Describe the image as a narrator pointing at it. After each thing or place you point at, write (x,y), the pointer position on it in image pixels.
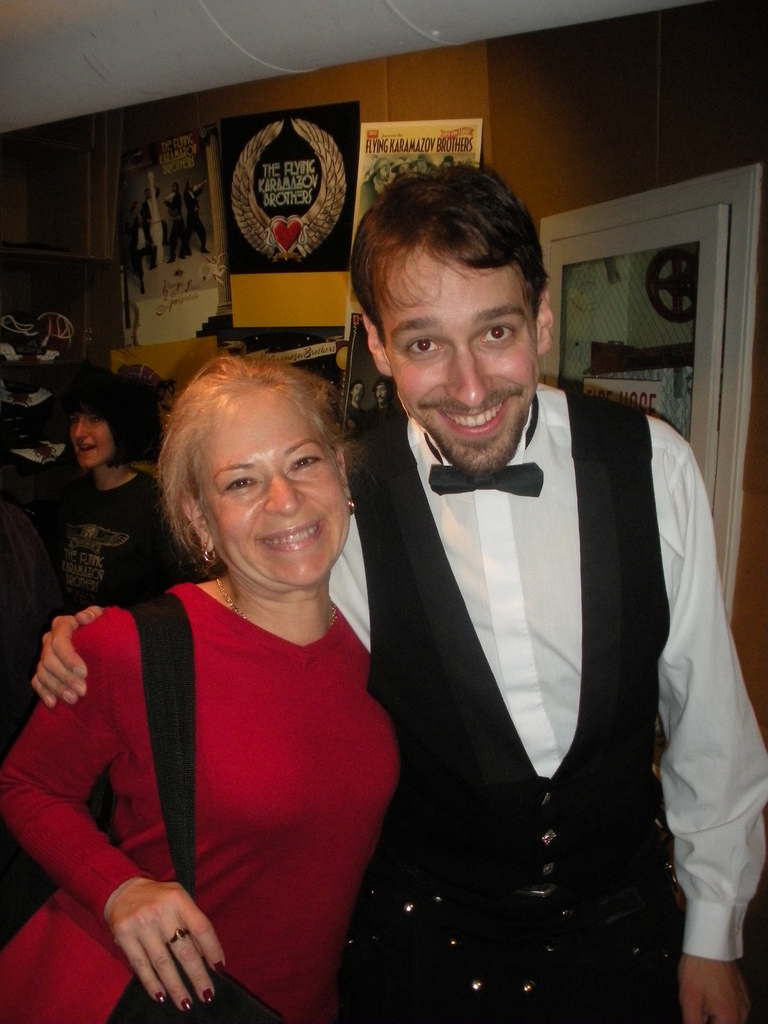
In this image I can see two persons (232,527) standing, the person (495,400) at right (562,568) wearing black vest (585,562), white shirt (539,542) and the person (296,708) at left (199,587) wearing red color dress (284,711). Background (265,344) I can see few papers (256,220) attached to the wall (383,87) and the wall (595,125) is in brown color.
